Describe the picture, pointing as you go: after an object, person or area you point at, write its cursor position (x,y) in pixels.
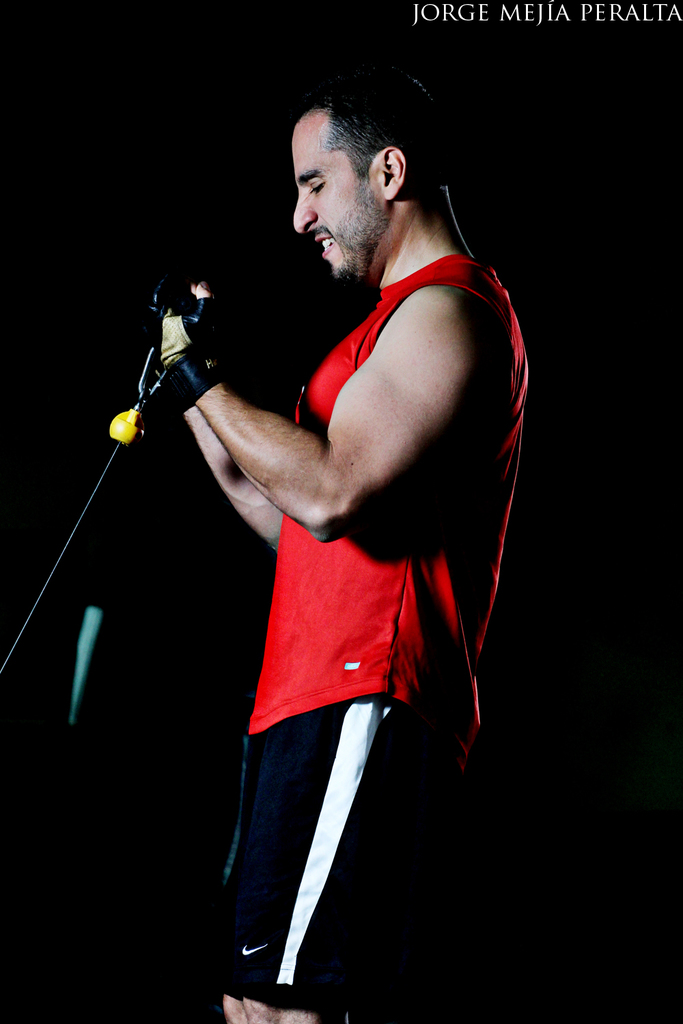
In the center of the image (349,599) we can see a man (353,601) is standing and holding an object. In the background (175,517), the image is dark. In the top right corner (602,19) we can see the text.
